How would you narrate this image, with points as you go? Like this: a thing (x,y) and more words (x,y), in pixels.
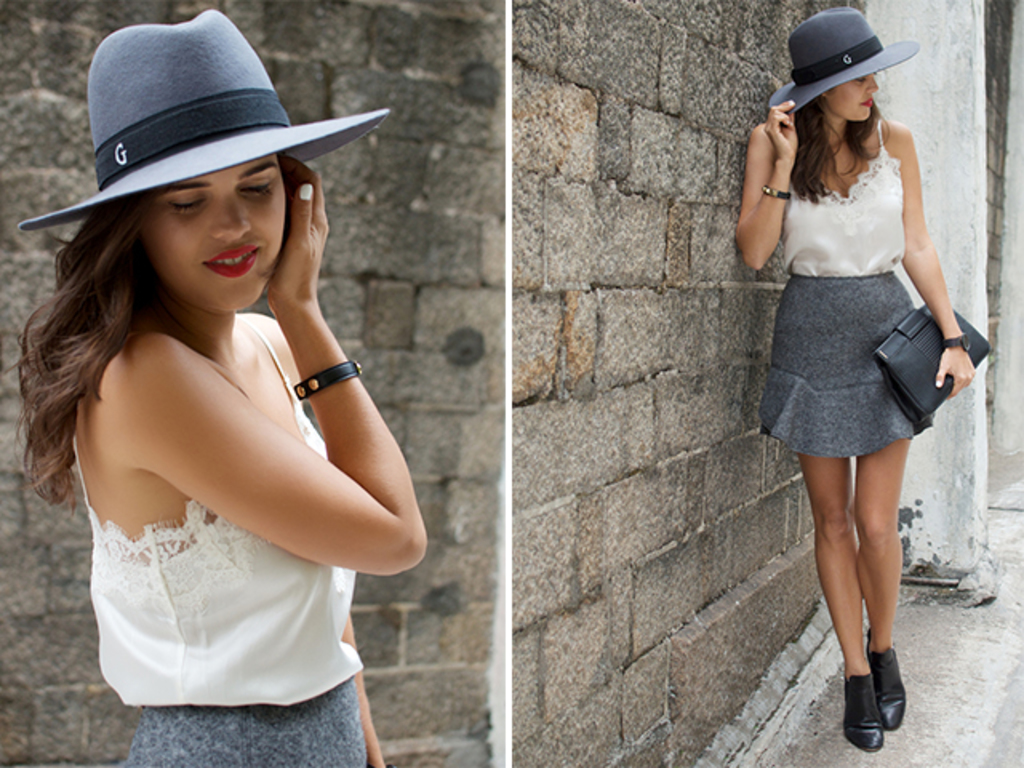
It is the collage of two images where we can see there is a girl (181,472) in the middle (356,496). Behind her there is a wall (395,216). On the right side (869,347) there is another girl (866,410) who is standing by lying on the wall (631,186) and holding the bag (911,393).
